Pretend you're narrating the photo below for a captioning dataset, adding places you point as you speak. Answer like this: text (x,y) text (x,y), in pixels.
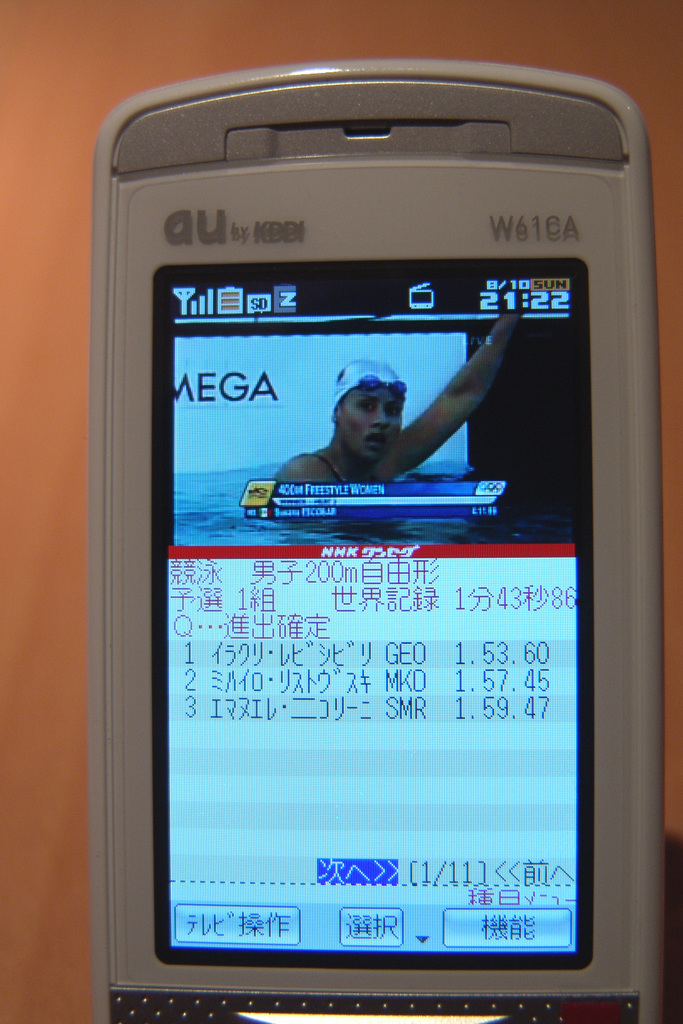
In this picture, we can see a mobile (278,504) and on the mobile screen (232,507) there is an image (346,434) and other things (327,662).
